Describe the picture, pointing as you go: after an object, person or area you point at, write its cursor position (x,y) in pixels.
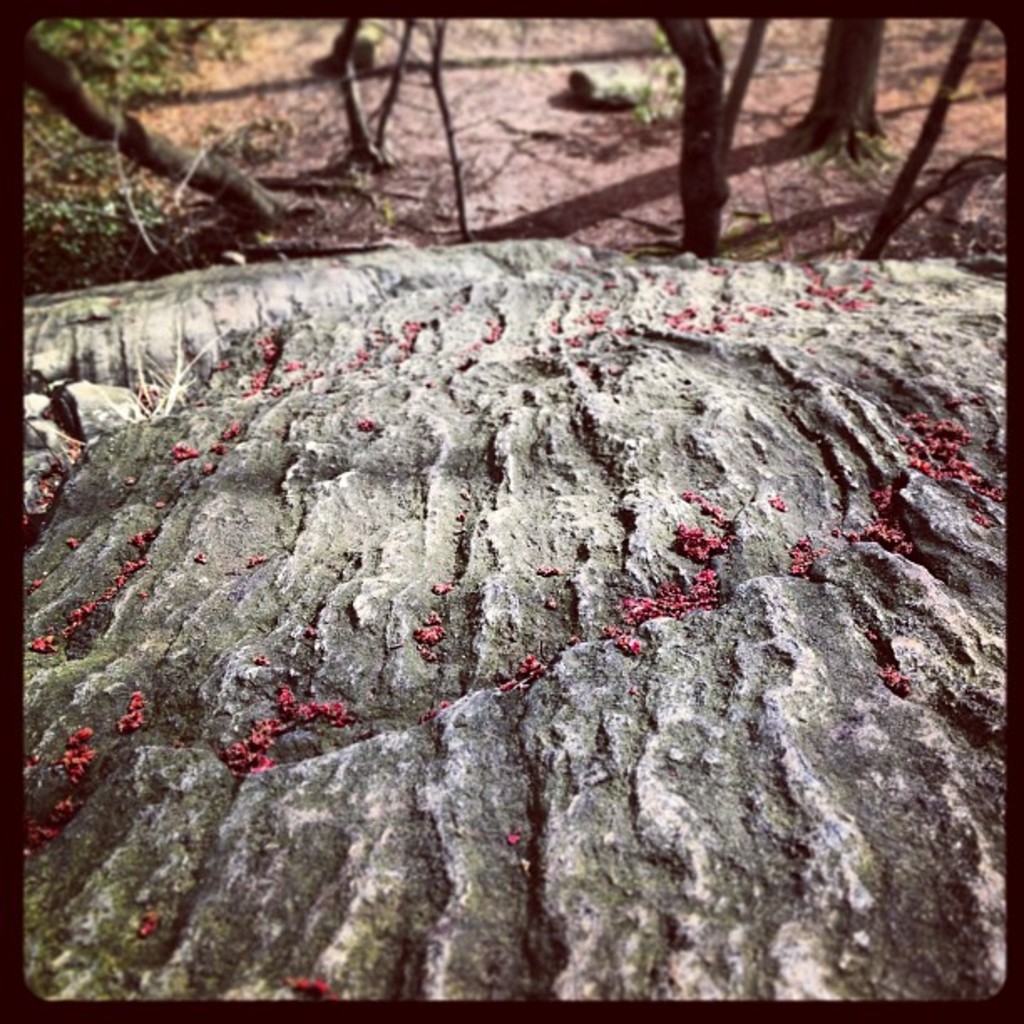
At the bottom of this image (201,704), there are seeds (592,315) on the rock (660,414). In the background (940,158), there are trees (52,61), a rock (607,87), plants (78,181) and sticks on the ground (785,134).
